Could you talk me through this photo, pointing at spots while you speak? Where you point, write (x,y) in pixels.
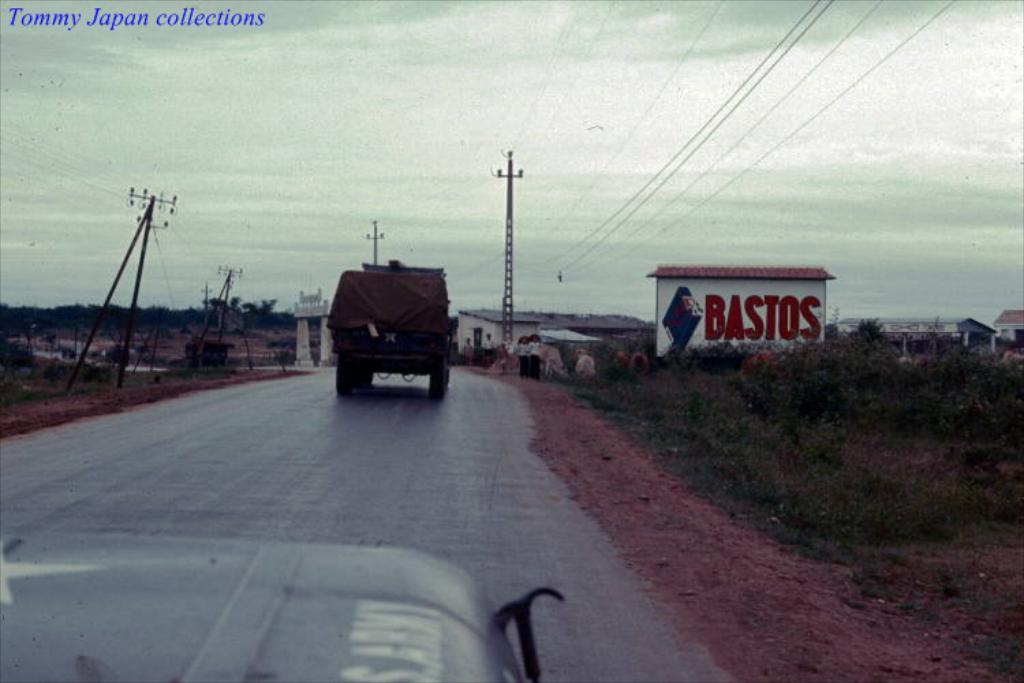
In this picture we can see a part of a vehicle (145,653) and a vehicle (404,372) on the road (395,464). There are wires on the poles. We can see grass (745,446), plants (757,385), houses (482,331), trees (253,314), other objects (307,300) and the sky (625,134). We can see the text (150,23) in the top left (194,26).
